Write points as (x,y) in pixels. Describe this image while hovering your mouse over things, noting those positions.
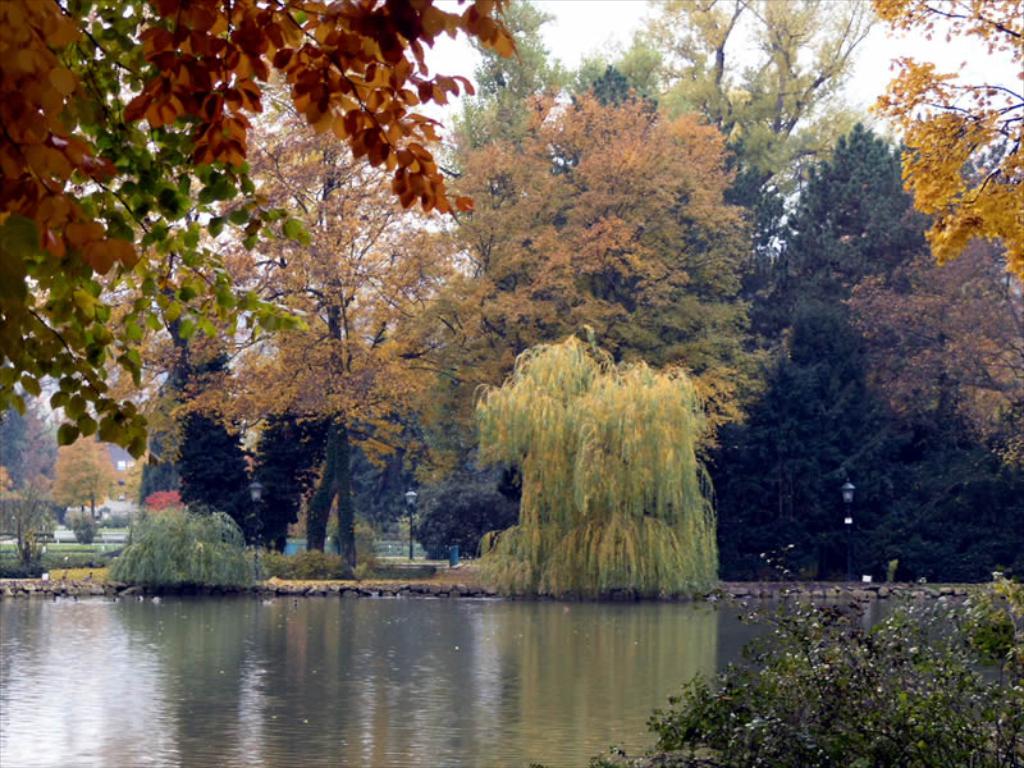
In this image I can see the water (410,696). To the side of the water (446,671) I can see the plants (748,675), poles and many trees (566,269). In the background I can see the sky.
